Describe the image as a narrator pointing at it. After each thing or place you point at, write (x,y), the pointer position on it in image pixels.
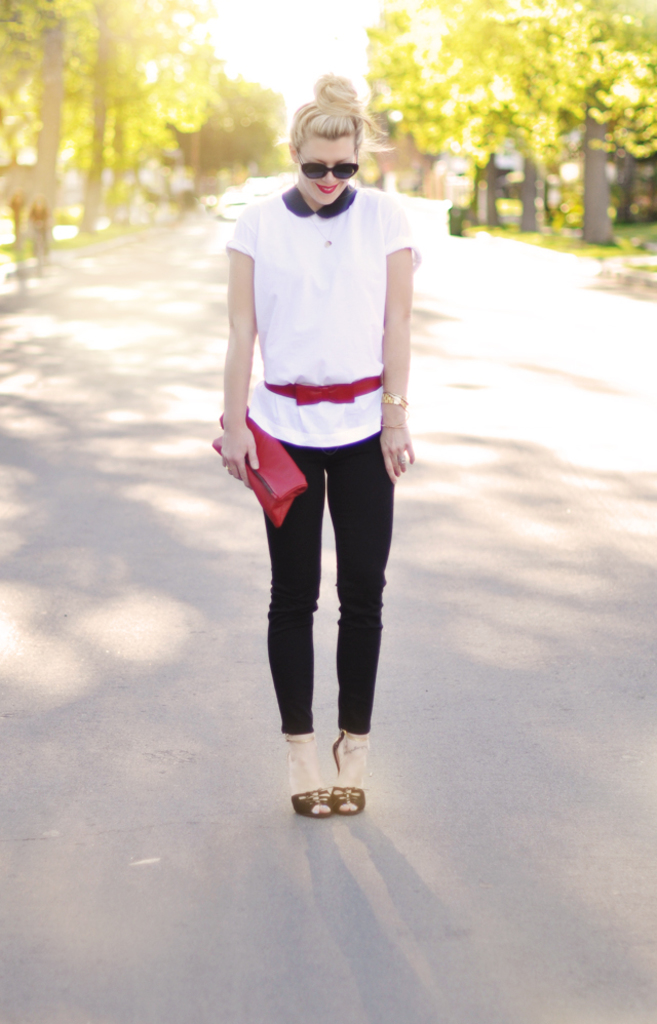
In the background (610,63) we can see the trees (609,76). In this picture we can see a woman (306,149) wearing goggles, holding a purse (278,504). She is standing on the road (99,848) and smiling.
